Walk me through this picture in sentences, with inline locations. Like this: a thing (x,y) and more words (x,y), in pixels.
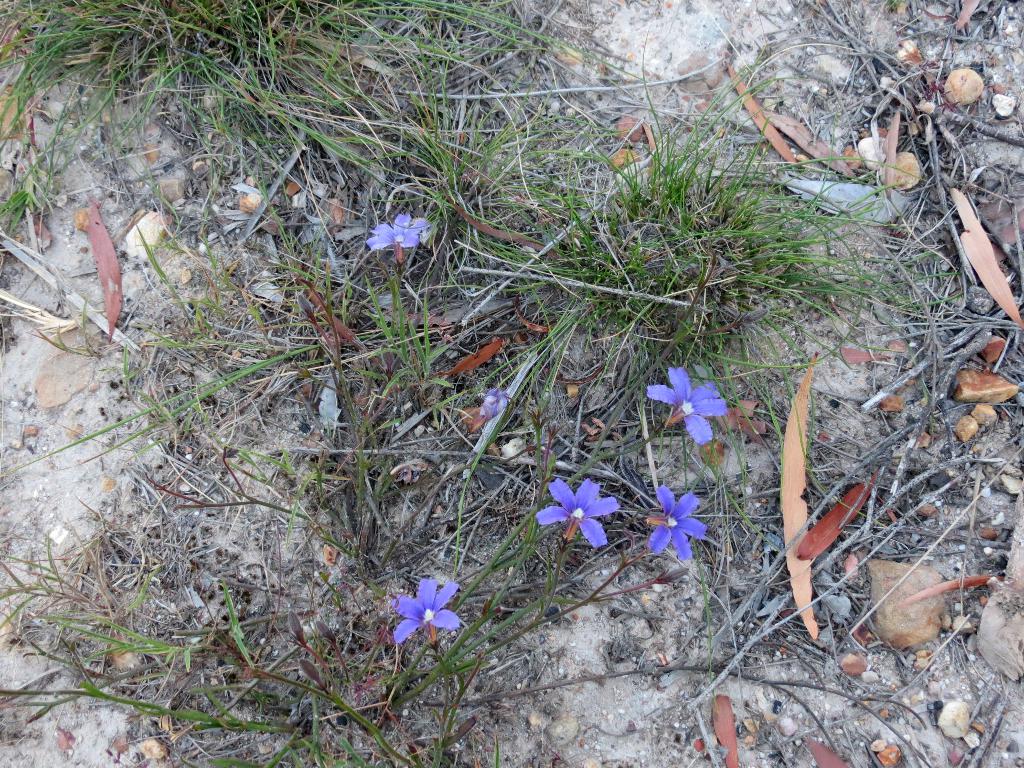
There are purple color flowers (685,407), grass (298,59) and dry leaves (846,194).
